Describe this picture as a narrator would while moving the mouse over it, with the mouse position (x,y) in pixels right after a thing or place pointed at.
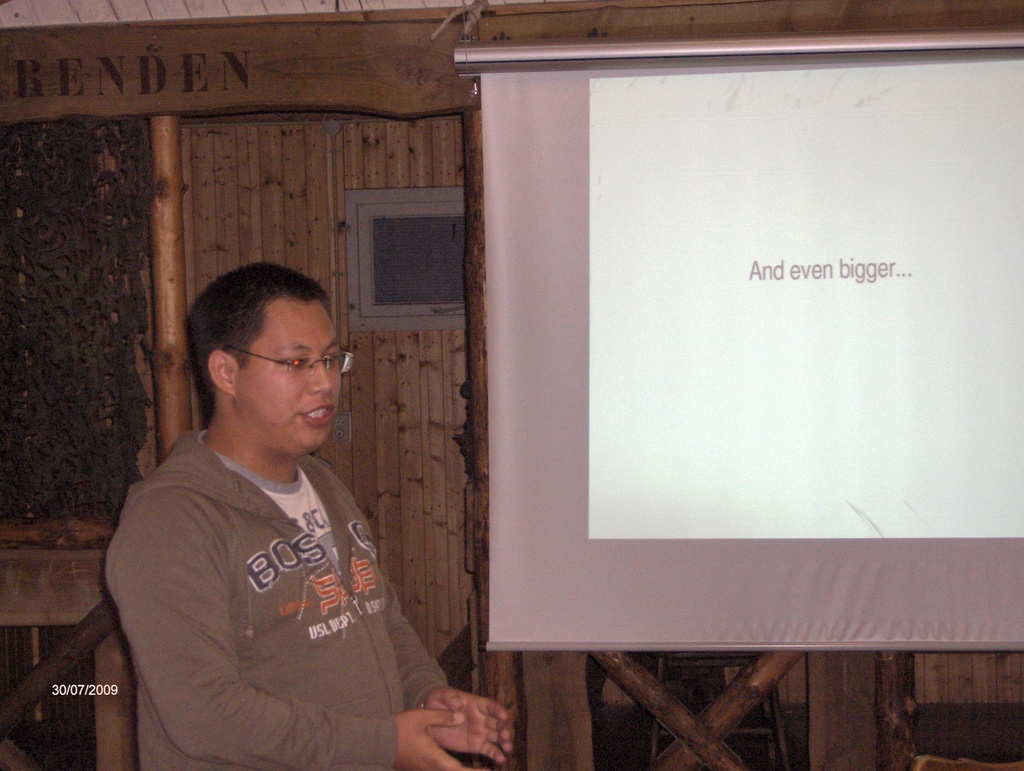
In this image, I can see the man (308,605) standing. This looks like a screen (544,232) with the display (804,341). Here is the window (413,292). I think this is a name board (204,105). At the bottom of the image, I can see the watermark (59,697).
